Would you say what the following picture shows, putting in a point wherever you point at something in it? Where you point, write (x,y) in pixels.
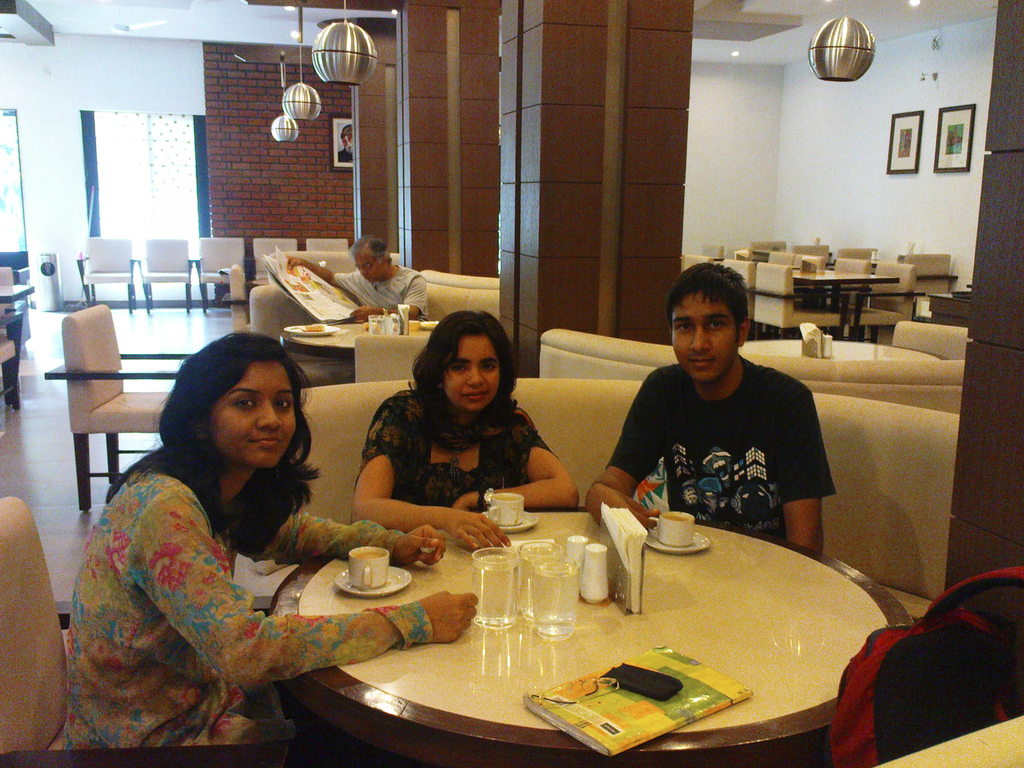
In this image there are 2 woman (227,361) and a man (706,380) sitting in the couch (338,490) near the table (405,664), and in table (526,754) there is book (622,718), glass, tissue paper (604,515), saucer (389,583), cup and in back ground (371,52) there are lanterns (334,63), frame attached to a wall (248,213), chairs (279,246), another man (376,271) reading the newspaper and a window (180,128).
